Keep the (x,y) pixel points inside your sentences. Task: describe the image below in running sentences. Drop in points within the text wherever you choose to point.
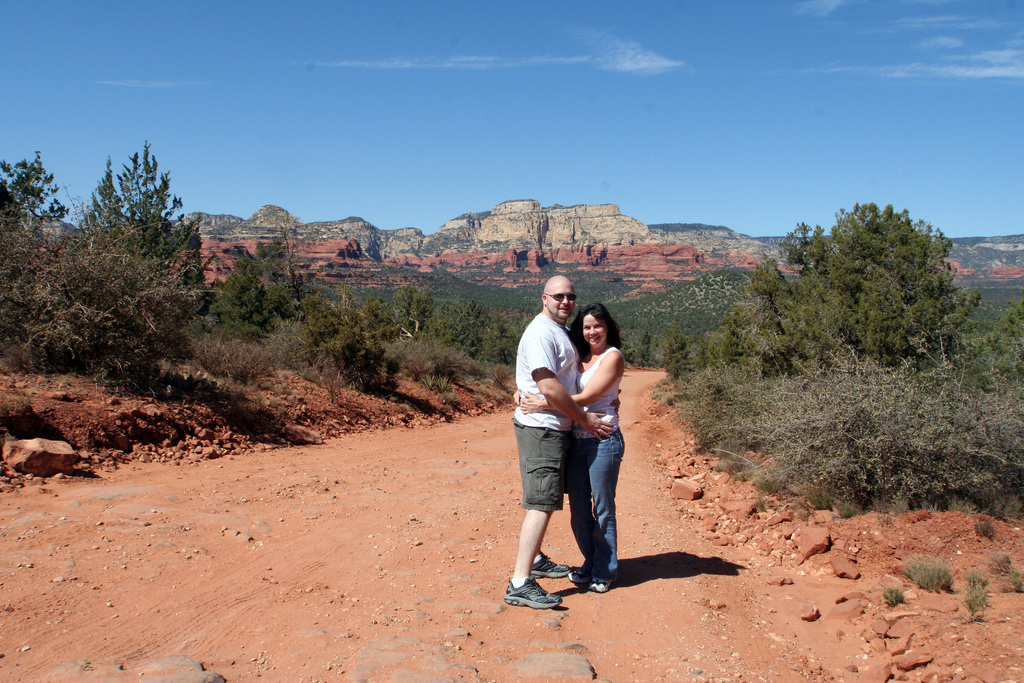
In this image we can see two persons (575,324) standing and smiling, there are some trees (429,324), plants (304,329), stones (207,435) and hills (592,220), in the background (640,196) we can see the sky (631,202) with clouds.
